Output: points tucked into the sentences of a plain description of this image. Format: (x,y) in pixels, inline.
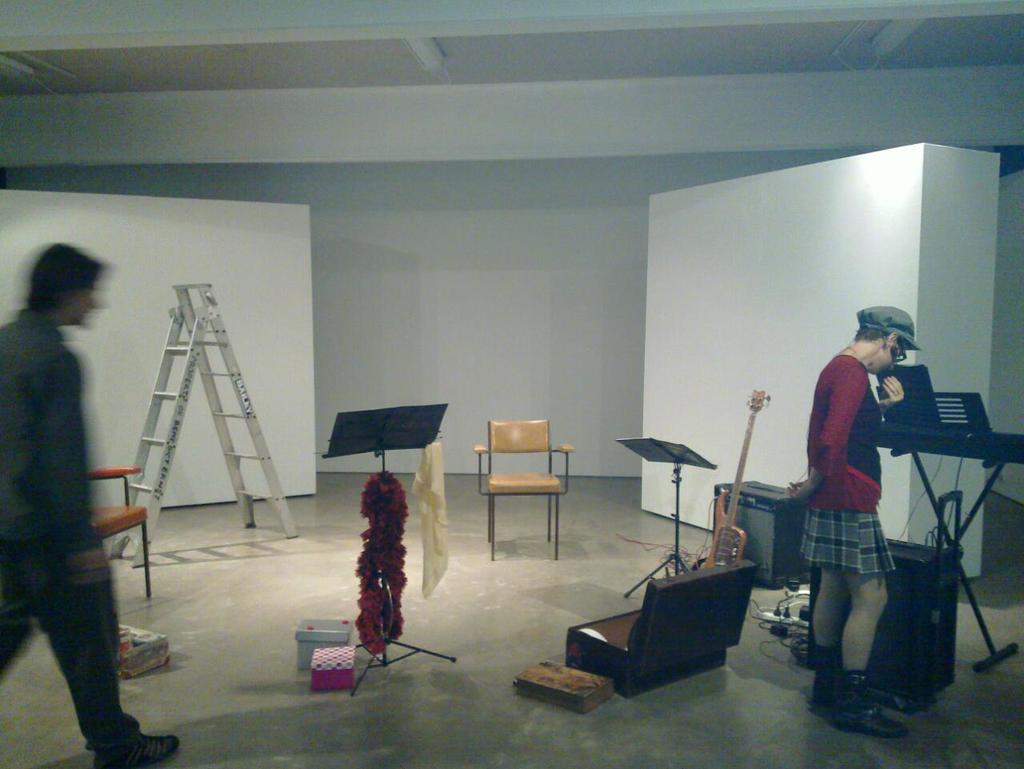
The image is taken in the room (453,260). In the center of the image (511,489) there is a chair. There is a stand (401,506). At the bottom (601,646) there is a briefcase (611,646). On the right (831,552) there is a person (843,449) standing. There are speakers (803,565). In the background (279,431) there is a ladder (234,362), a board (281,259) and a wall (567,218). On the left (98,747) there is a man (110,657) walking.
